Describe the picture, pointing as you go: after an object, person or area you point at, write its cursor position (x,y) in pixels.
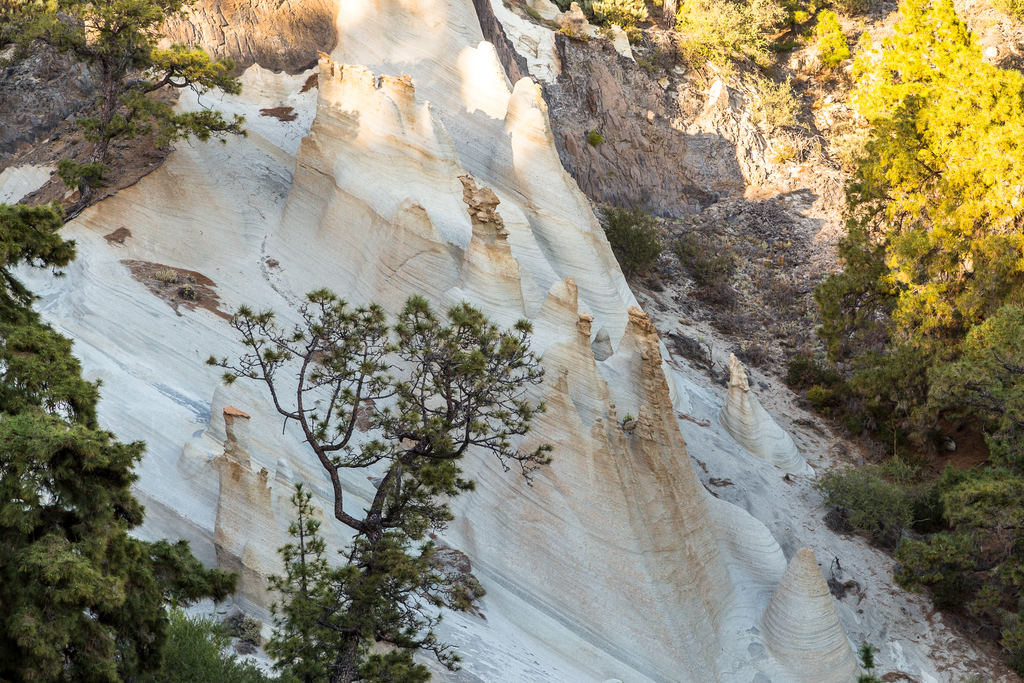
In this picture we can see outcrop (486,199) on the surface (133,401) and trees (856,391).
